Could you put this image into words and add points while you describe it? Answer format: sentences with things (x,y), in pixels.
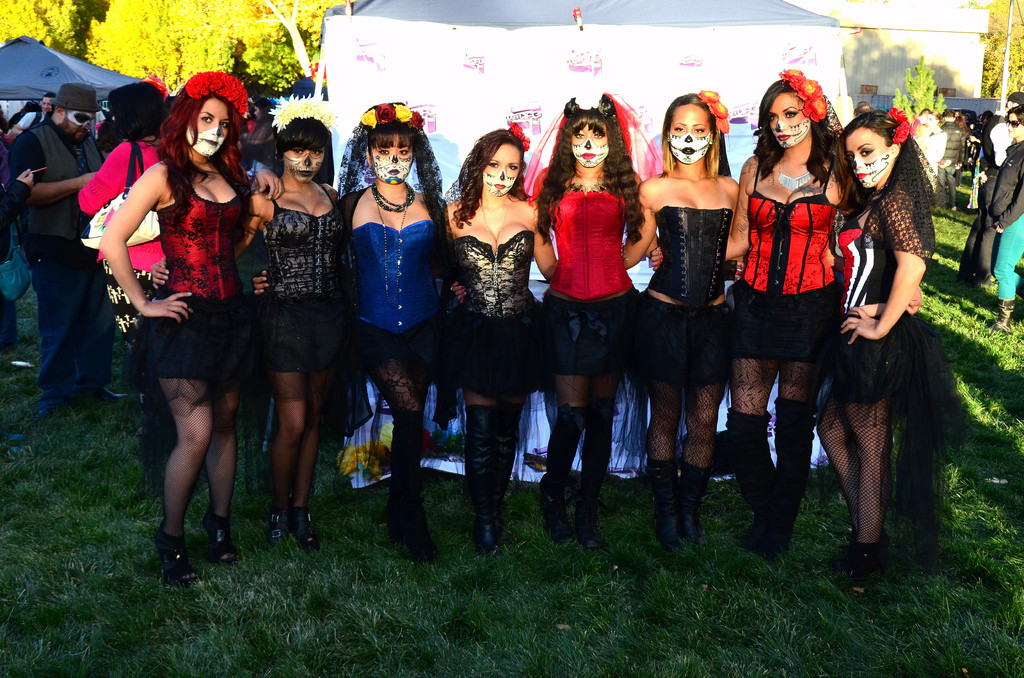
In the center of the image (493,331) we can see women (509,426) standing on the grass (975,380). In the background (49,206) we can see tents (767,15), house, trees (173,38) and persons (89,93).
